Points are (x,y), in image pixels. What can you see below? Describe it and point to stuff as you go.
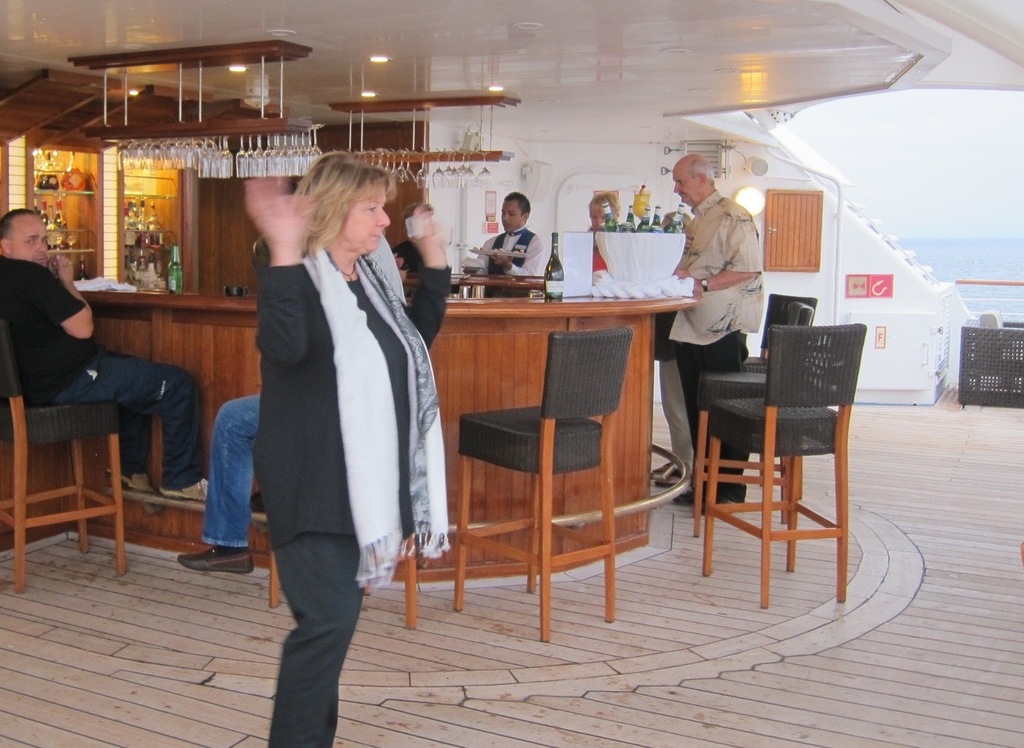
As we can see in the image there is a wall (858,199), few people (699,214) standing and sitting on chairs (97,425) and there is a table (542,322). On table (641,305) there are glasses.
